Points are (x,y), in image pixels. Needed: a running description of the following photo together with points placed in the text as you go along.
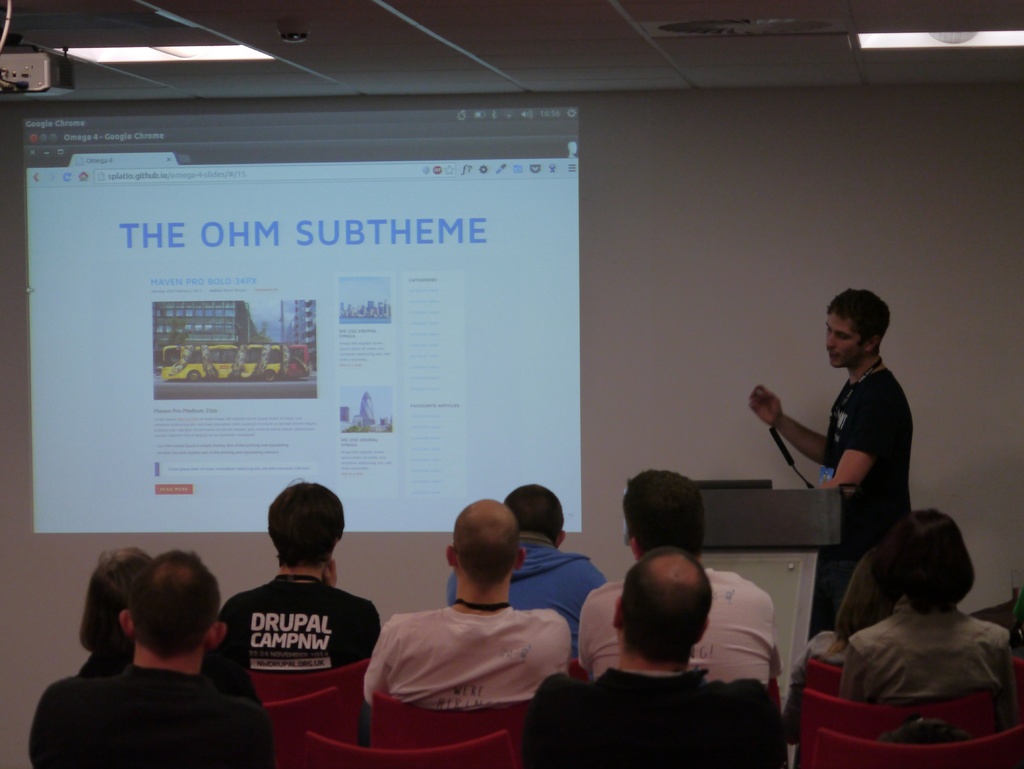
Bottom of the image (943,516) few people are sitting on chairs (1022,732). Top right side of the image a man (768,396) is standing and there is a podium (817,494). Behind him there is a wall (649,270). Top left side of the image (266,163) there is a projector (1,75) and there is a screen (75,134) on the wall (151,110). Top of the image (999,37) there is roof (1010,21) and lights (92,58).
